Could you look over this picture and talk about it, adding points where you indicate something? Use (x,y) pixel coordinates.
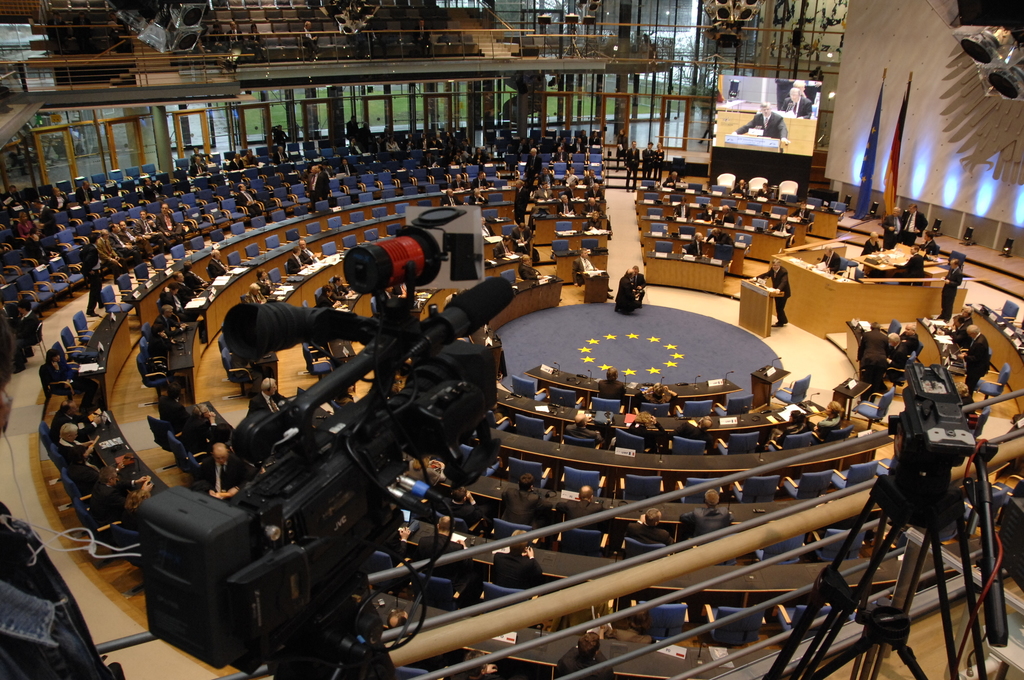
In this picture I can see there are chairs (165,184) arranged in a semicircle manner and there are few people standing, they are wearing blazers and there are few cameras (356,334), a screen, there is a table (804,302) at the center (667,417) and there are few people (779,302) standing. In the backdrop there is a window (317,133) and it has glass windows (471,120).
